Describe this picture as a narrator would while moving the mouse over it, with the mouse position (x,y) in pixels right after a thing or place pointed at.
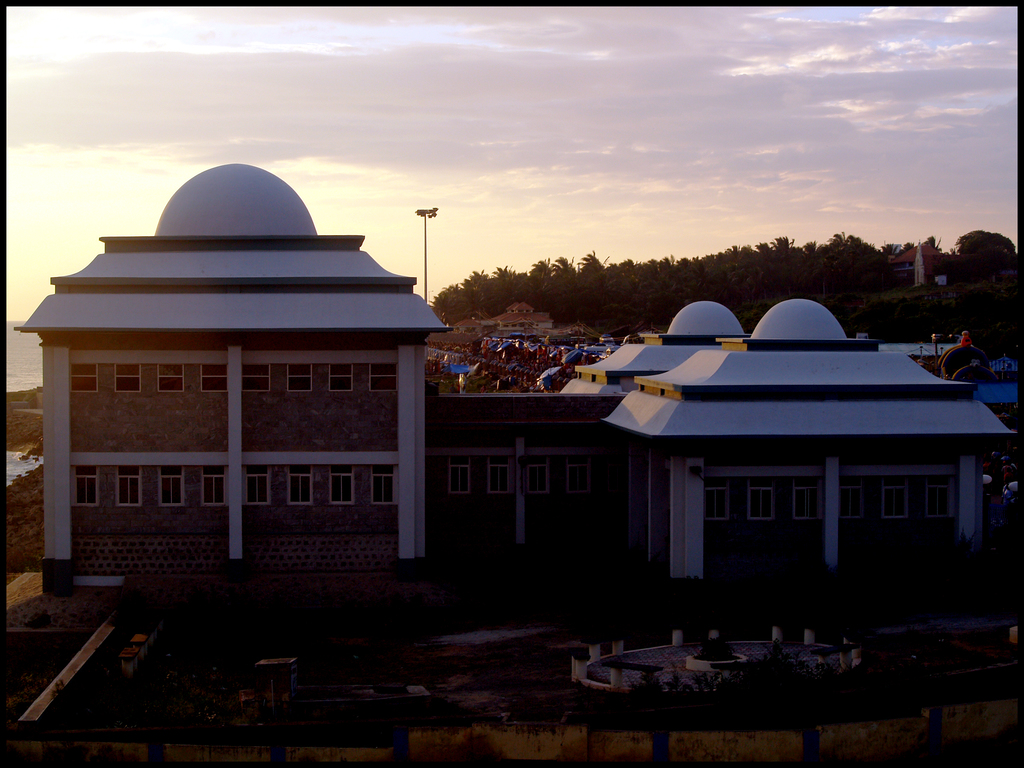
In this image I can see the buildings (590,459) which are in white color. In the back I can see few more houses (488,332), trees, light pole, clouds (397,190) and the sky (401,61).
